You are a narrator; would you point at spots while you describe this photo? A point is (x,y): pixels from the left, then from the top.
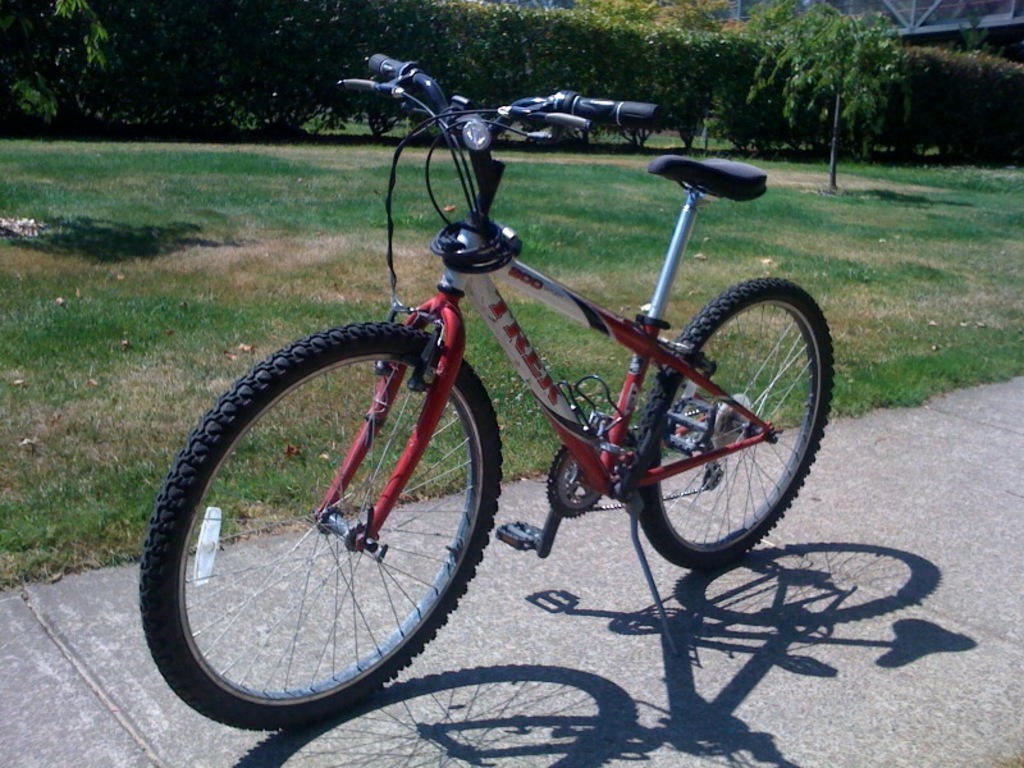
In this image we can see a bicycle (205,430), which is of red and white in color and it is parked on the side path (643,617). In the background (816,225) we can see grass (409,168) and a lots of plants (108,126).
